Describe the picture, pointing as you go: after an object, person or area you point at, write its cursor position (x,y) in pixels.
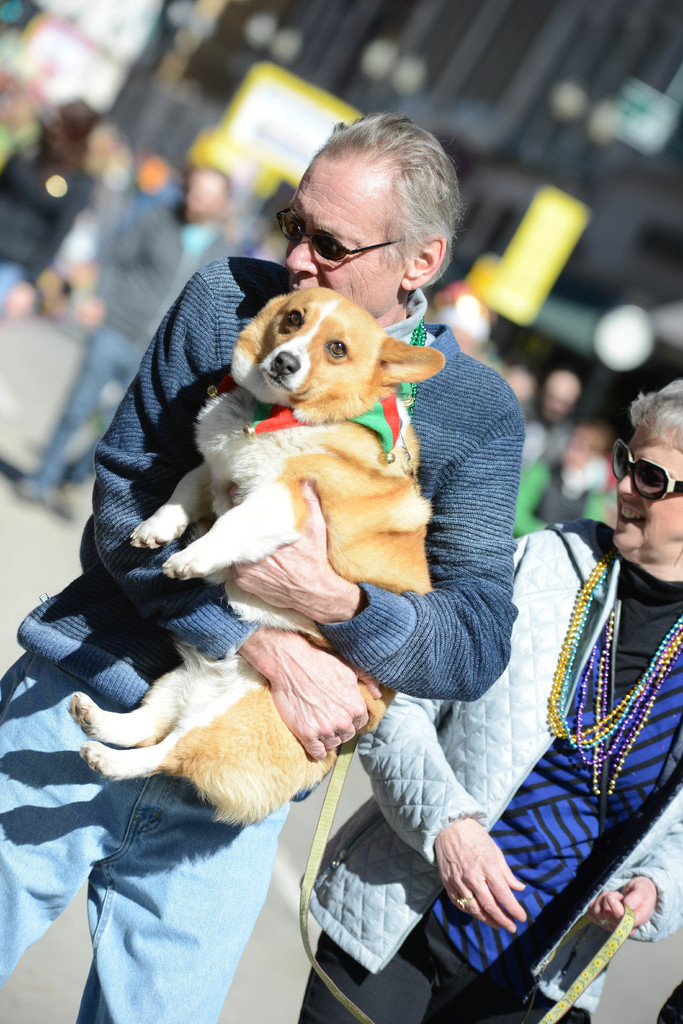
As we can see in the image there is a building (462,126), few people (187,212) here and there and a dog (347,507).
